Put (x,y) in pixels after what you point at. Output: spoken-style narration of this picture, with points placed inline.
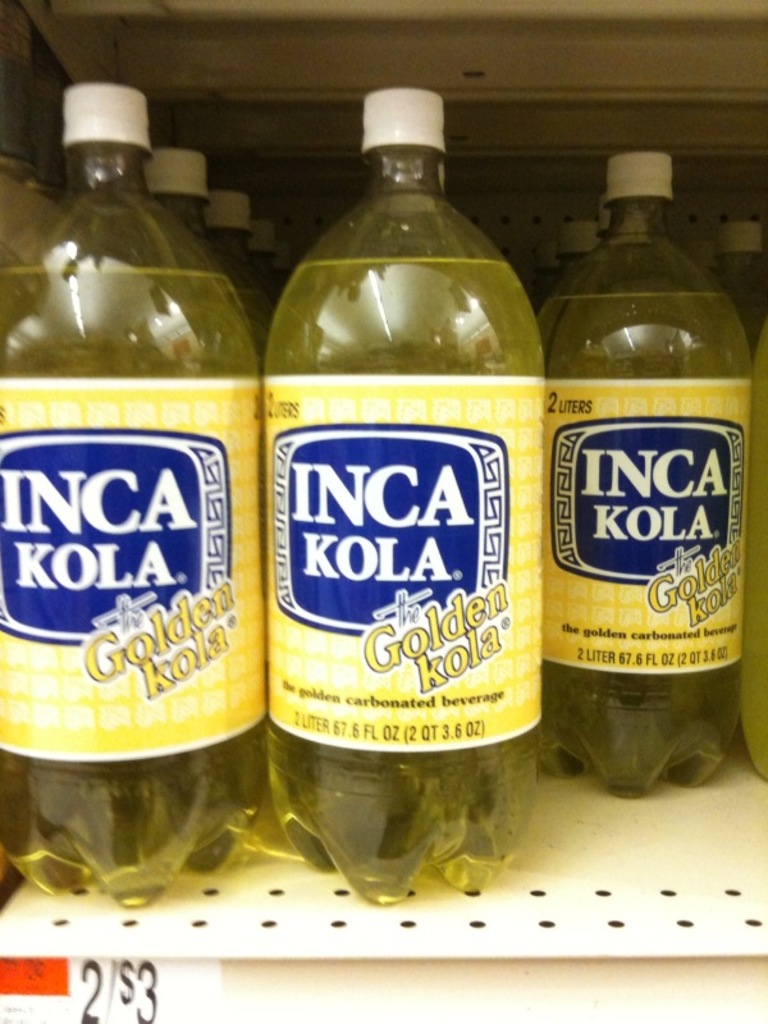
In this image there are bottles (384,580) placed in the shelves (564,909).
